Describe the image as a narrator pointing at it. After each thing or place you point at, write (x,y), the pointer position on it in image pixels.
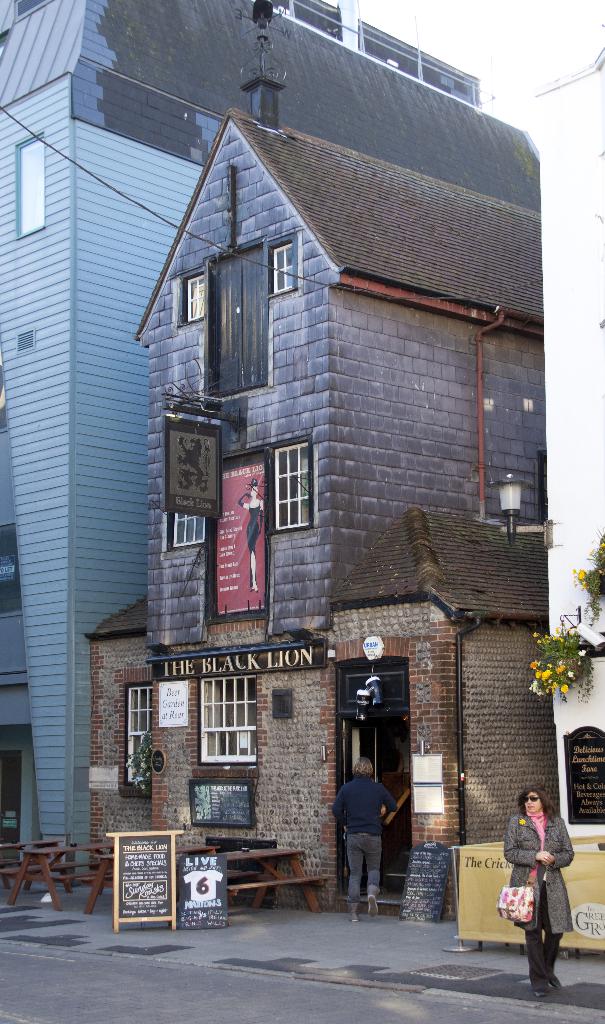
In this image I can see a person (520,825) standing and wearing bag (530,896). Back I can a buildings (400,422), windows (290,504) and black color board (225,890). I can see table (258,881), bench (317,900) and lights (510,521). I can see a yellow color flowers (551,682).
